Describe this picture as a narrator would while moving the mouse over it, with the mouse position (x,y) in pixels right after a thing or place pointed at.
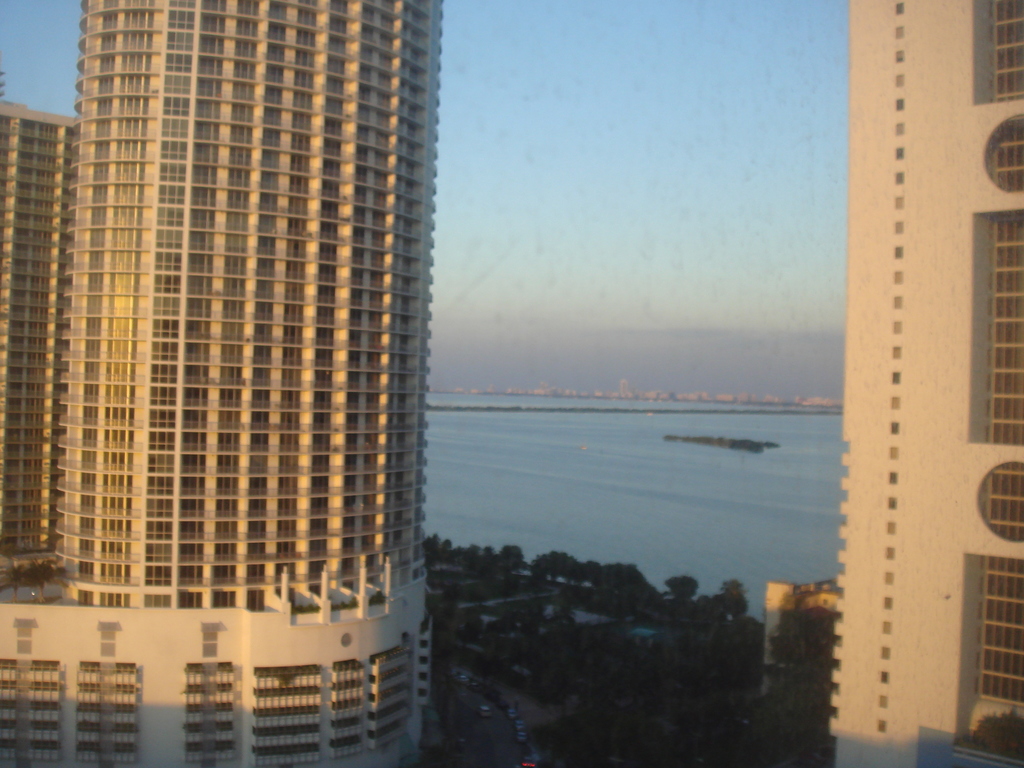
In this image I can see the buildings (326,542). To the side I can see few vehicles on the road (504,720). To the side of the road (496,716) there are many trees (525,681). In the background (590,447) I can see the water (587,429) and the sky (542,221).
